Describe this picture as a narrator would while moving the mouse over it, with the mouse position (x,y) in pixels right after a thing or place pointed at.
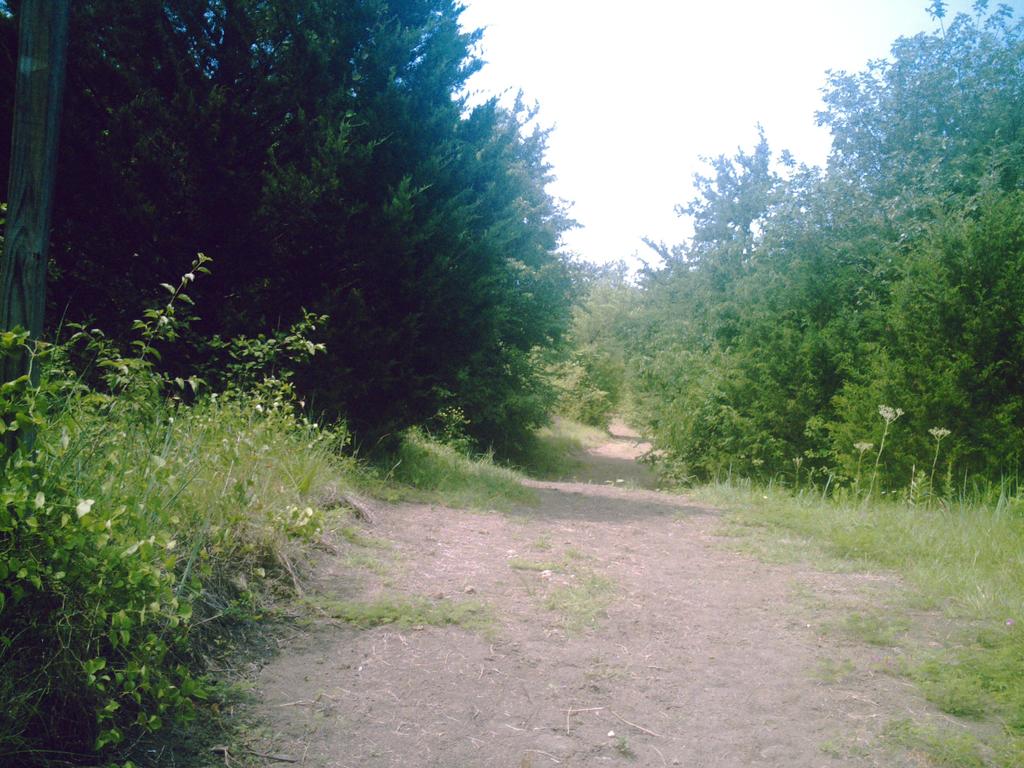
In this image I can see the ground (585,580). To the side there are many plants (50,496) and trees (836,331). In the background (607,116) I can see the white sky (676,117).
